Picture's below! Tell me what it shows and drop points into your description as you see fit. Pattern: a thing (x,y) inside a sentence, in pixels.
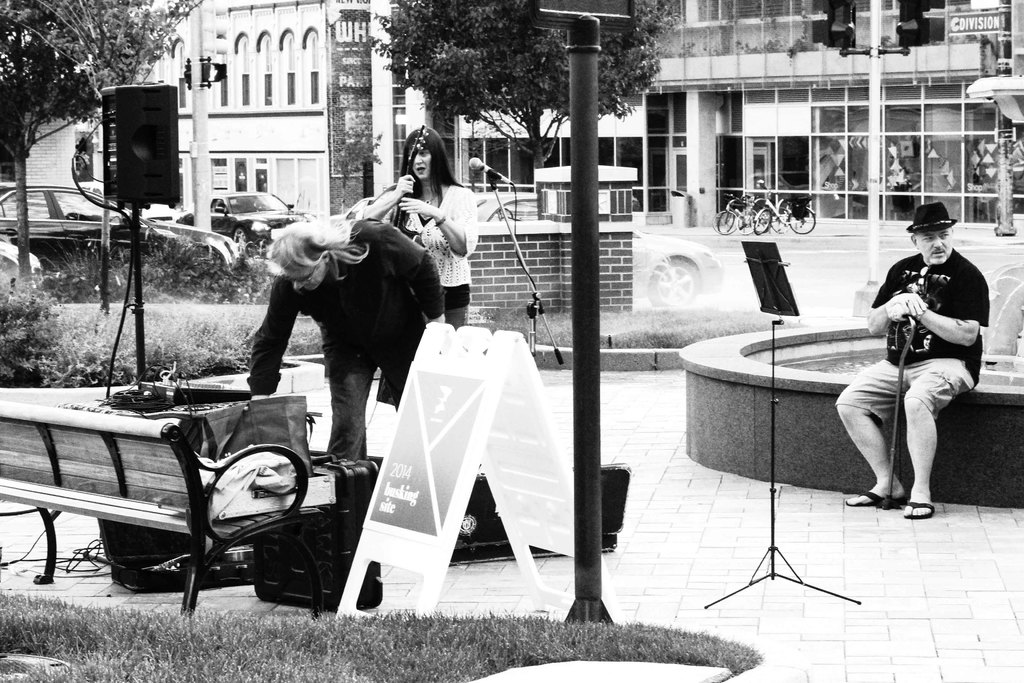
In this picture we can see the grass (200,656), bench (132,515), board (369,528), mic (487,166), stand (769,267), speaker (150,155), box (343,491), plants (67,328), trees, bicycles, cars (117,217), fountain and some objects (348,471) and two people (448,222) are standing and a man (894,401) wore a cap (926,223) and holding a stick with his hands (913,308) and sitting and in the background (845,139) we can see buildings (222,92).
